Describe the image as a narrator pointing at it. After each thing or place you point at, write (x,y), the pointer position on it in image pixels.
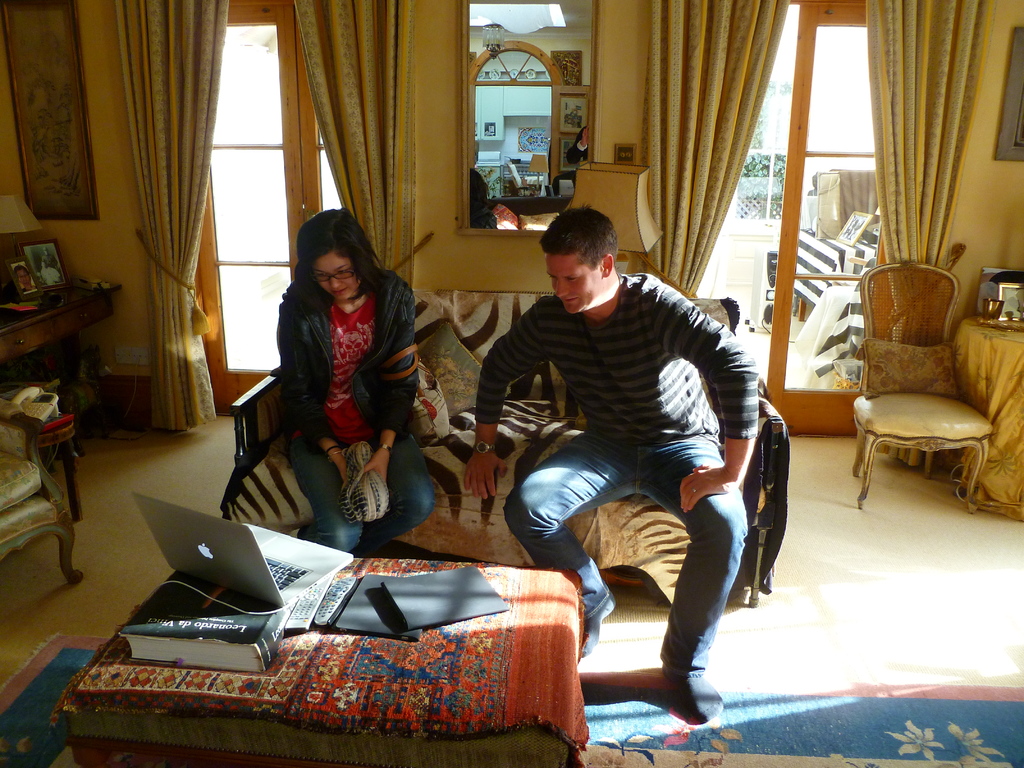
In this picture there is a man (553,538) and woman (312,434) sitting on the Sofa (440,483) watching the laptop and there is a table (487,569) in front of them which has some books (248,638) and in the backdrop (834,281) door (782,284) and the curtain (706,175).
